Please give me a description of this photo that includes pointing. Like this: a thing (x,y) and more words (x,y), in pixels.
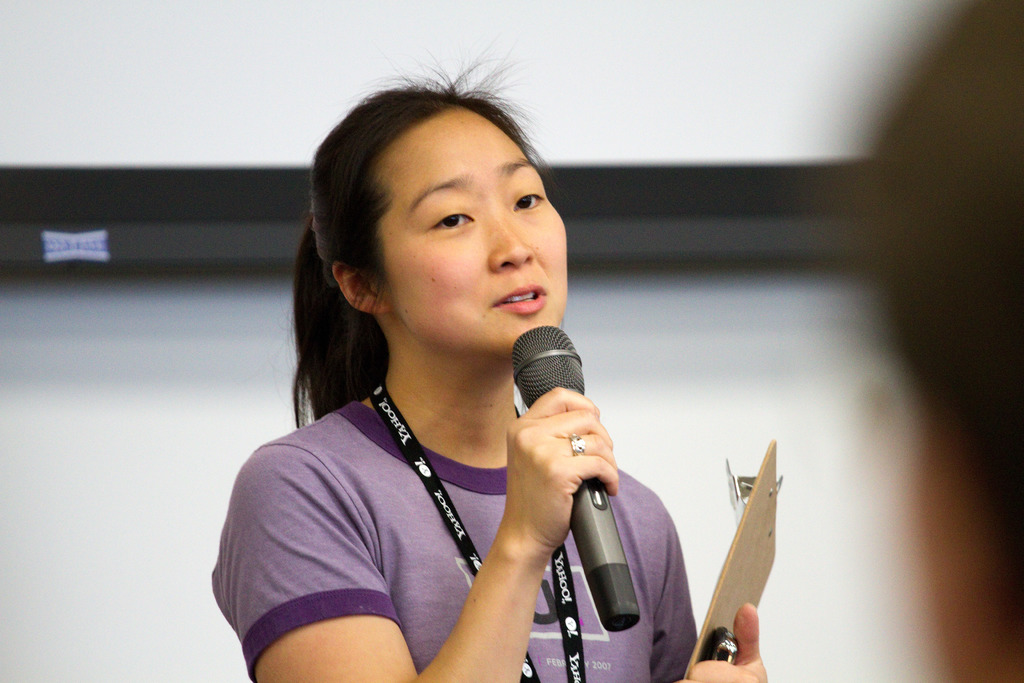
A lady (347,538) in violet dress (368,537) is wearing a tag (438,490) and holding mic (552,367) and writing pad (727,623) on her hands (509,521) and speaking.
